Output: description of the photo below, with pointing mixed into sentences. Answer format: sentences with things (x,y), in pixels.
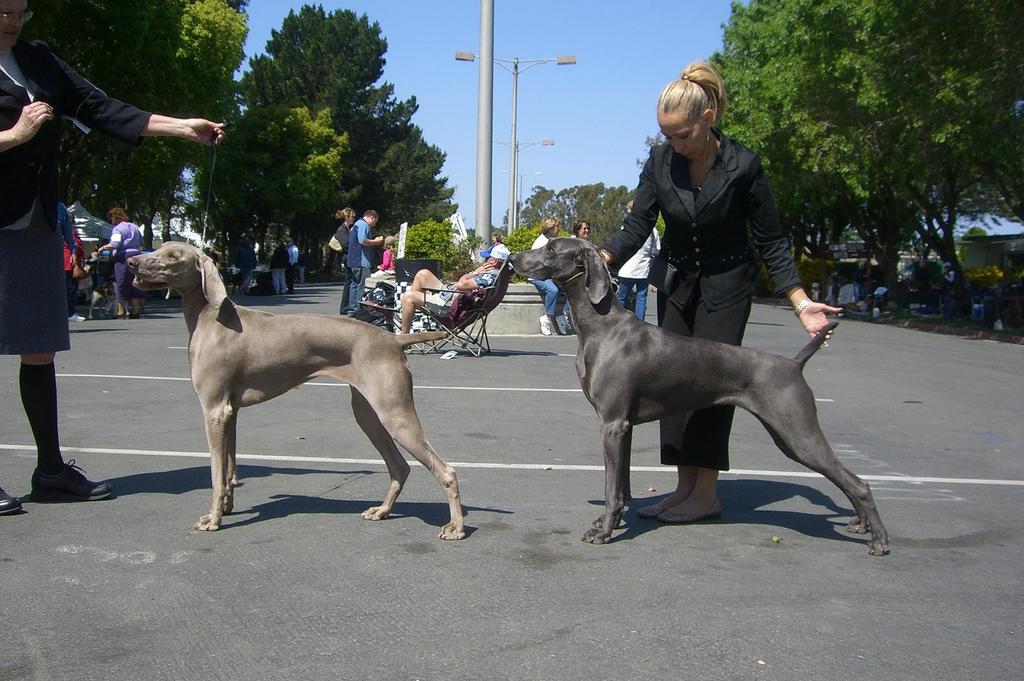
In this image we can see two dogs (765,383) on the road (653,554). We can also see two women (56,302) standing. In the background (541,240) there is a person (489,260) sitting and we can see many people (391,259). The image also consists of light poles (489,162), trees (825,140) and also the sky (551,72).
